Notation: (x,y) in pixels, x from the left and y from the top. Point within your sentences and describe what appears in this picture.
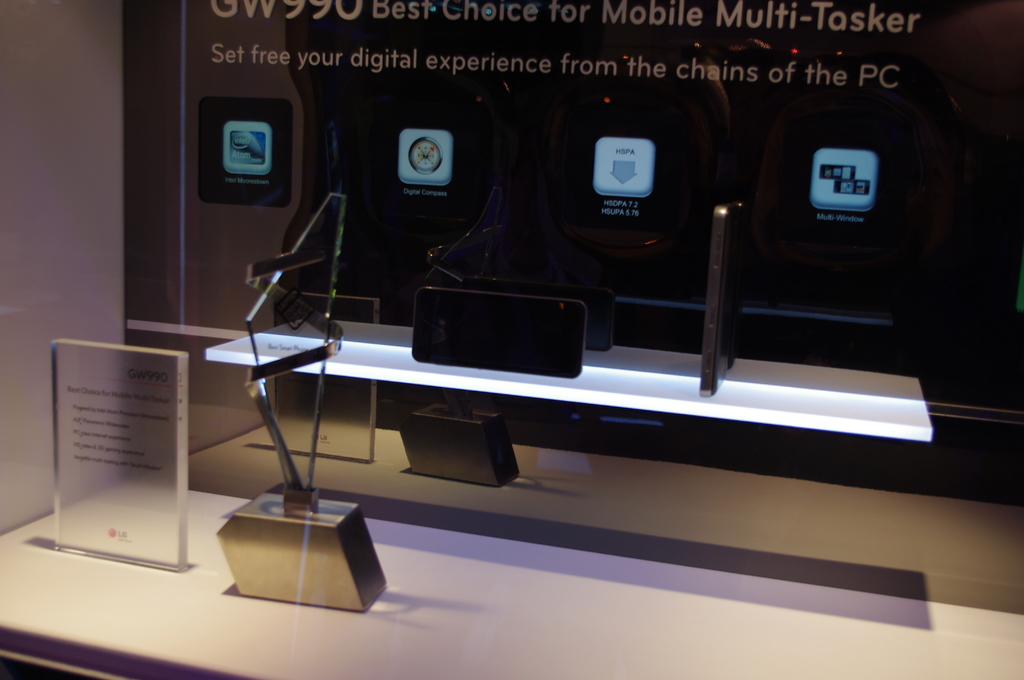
In this image we can see the mobile phones (569,338) on the white color counter (632,366). We can also see some objects (281,503) on the white surface (36,606). In the background (600,153) we can see the display screen (753,164) with the text (424,190) and also the icons (424,148). On the left (99,217) we can see the wall (52,337).
